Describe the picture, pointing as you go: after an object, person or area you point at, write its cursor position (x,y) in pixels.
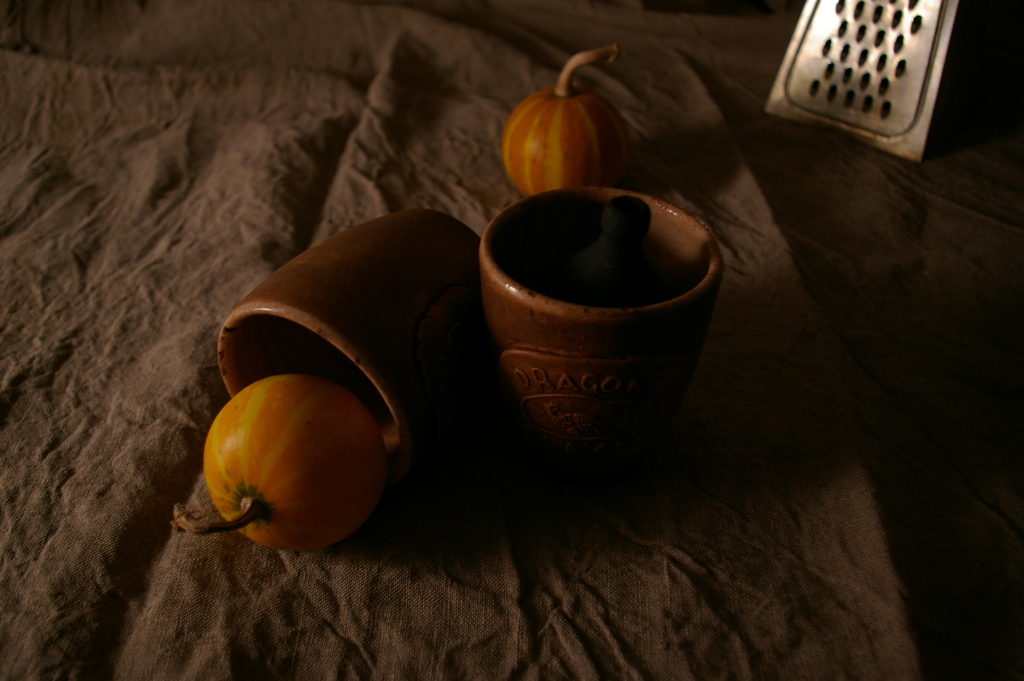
In this image I can see a cloth (423,153) and on it I can see two brown colour cups (402,388), two orange colour things (342,393) and in the one cup (582,225) I can see a black colour thing (629,251). I can also see something is written on the one cup (577,332) and on the top right side of the image (834,6) I can see a silver colour thing (820,16).
